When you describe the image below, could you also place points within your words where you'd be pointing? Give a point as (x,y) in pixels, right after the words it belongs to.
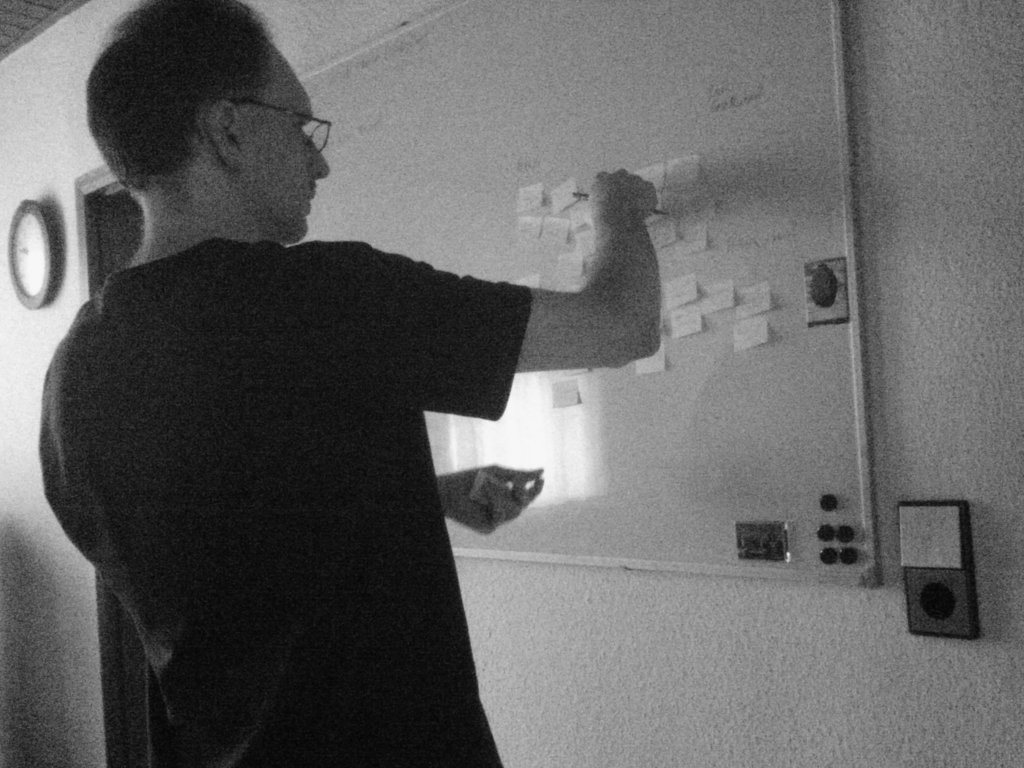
This is a black and white picture of a man (191,287) standing in front of board (551,407) and sticking notes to it, on the left side (34,240) there is a clock (37,234) on the wall (67,159).
